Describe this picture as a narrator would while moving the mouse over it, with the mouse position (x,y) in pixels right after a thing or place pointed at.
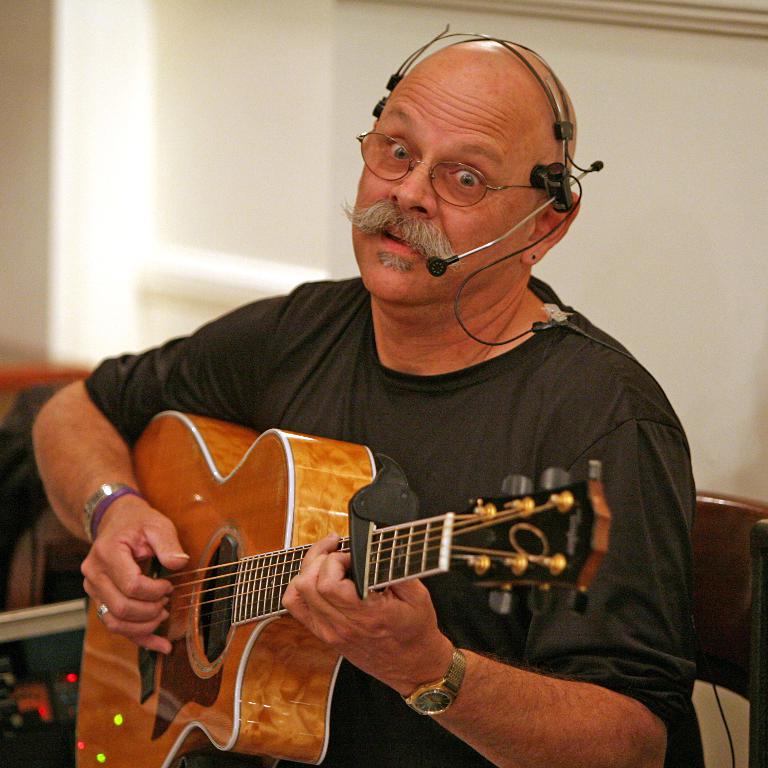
In this picture we can see a man (288,762) who is playing guitar (215,504). On the background (267,208) there is a wall (168,66).
